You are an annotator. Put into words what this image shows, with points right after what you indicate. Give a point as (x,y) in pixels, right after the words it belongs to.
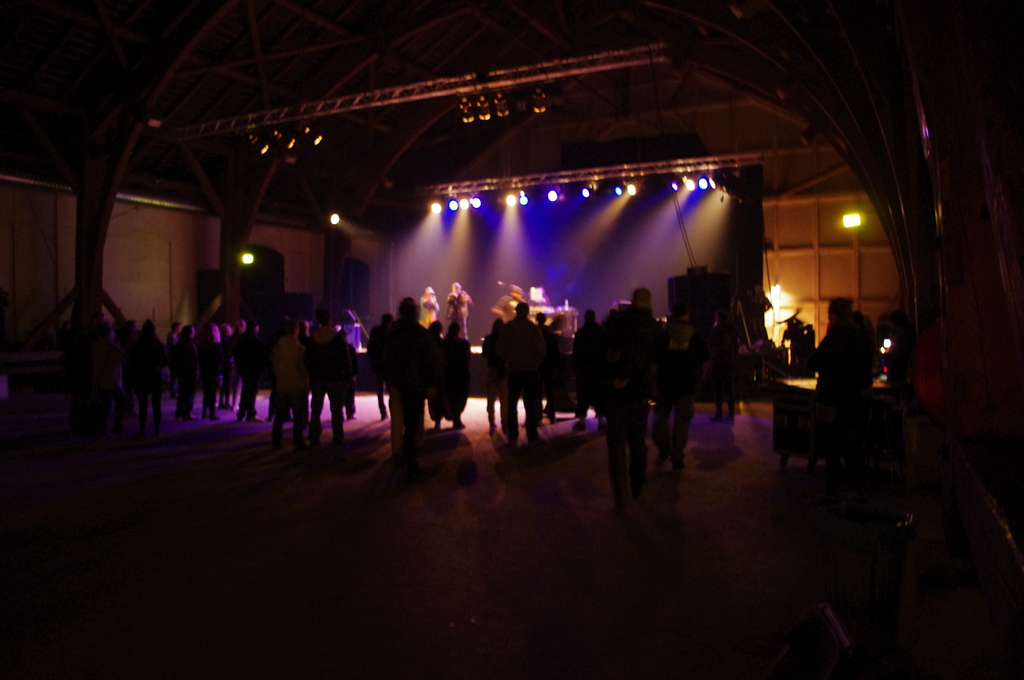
In this picture we can see a group of people (631,479) on the ground (601,530) and in the background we can see the wall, lights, roof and some objects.
